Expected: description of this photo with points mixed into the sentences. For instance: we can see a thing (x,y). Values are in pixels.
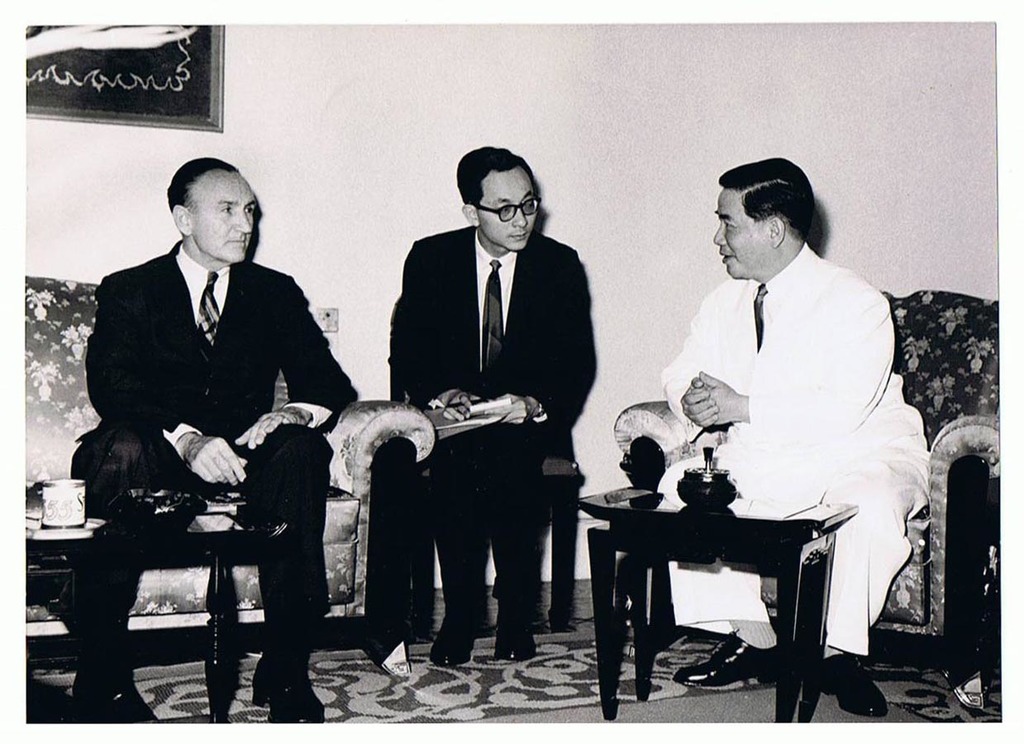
It is the black and white image in which there are three persons (484,328) sitting in the sofas (953,437). In the middle (505,361) there is a person (499,380) sitting in the chair (547,474). On the left side (110,537) there is a table (147,531) on which there is a cup (42,513). In the background (337,100) there is a wall (318,97) to which there is a photo frame (121,74). On the right side (719,515) there is another table (599,498) on which there is a bowl (680,479).
